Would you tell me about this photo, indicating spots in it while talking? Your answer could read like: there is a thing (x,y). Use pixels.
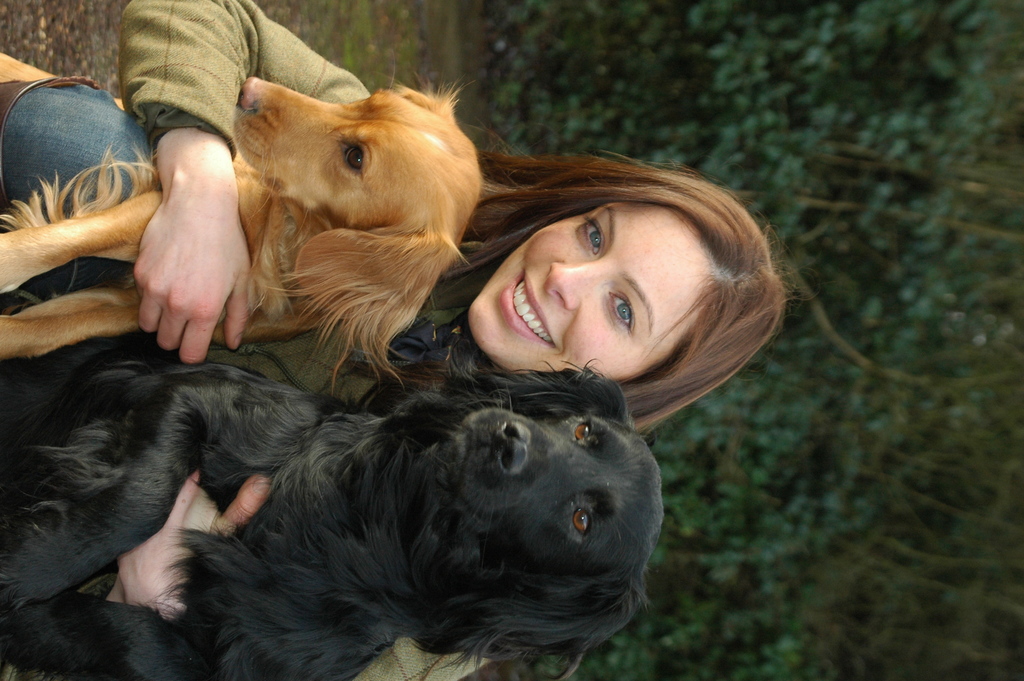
On the background (838,195) we can see trees (870,515). We can see one women (522,349) and she is holding a pretty smile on her face (634,336) and we can see dogs (568,556) in black and brown colour in her lap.
